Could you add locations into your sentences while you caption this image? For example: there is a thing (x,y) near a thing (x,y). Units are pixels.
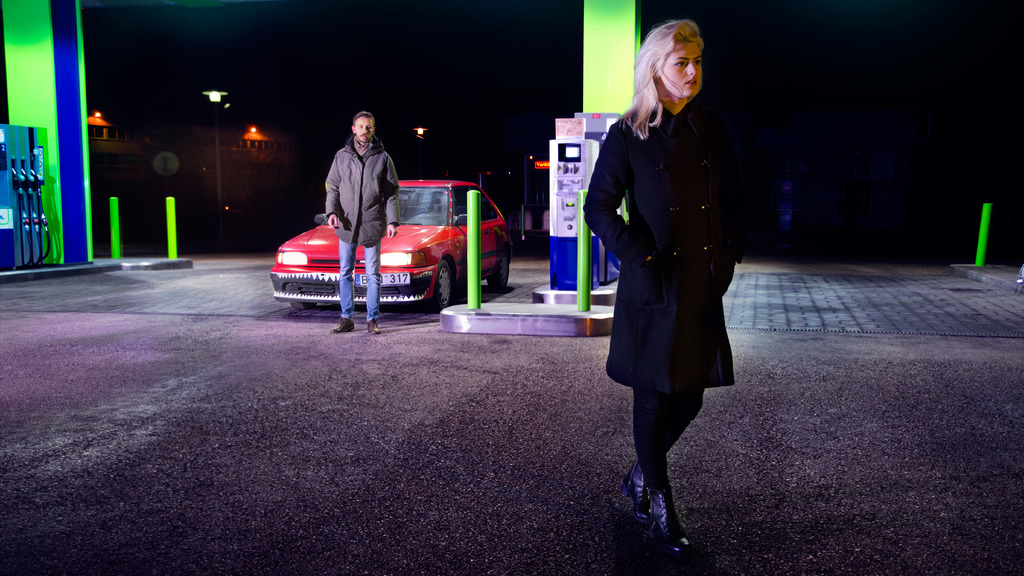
In this image we can see two person (653,340) on the road (394,358), there is a car (409,253), few objects (13,188) looks like petrol pump machines (17,231), pillars (75,211), rods (170,239), buildings (228,187), light pole (218,196) and a dark background (297,130).
